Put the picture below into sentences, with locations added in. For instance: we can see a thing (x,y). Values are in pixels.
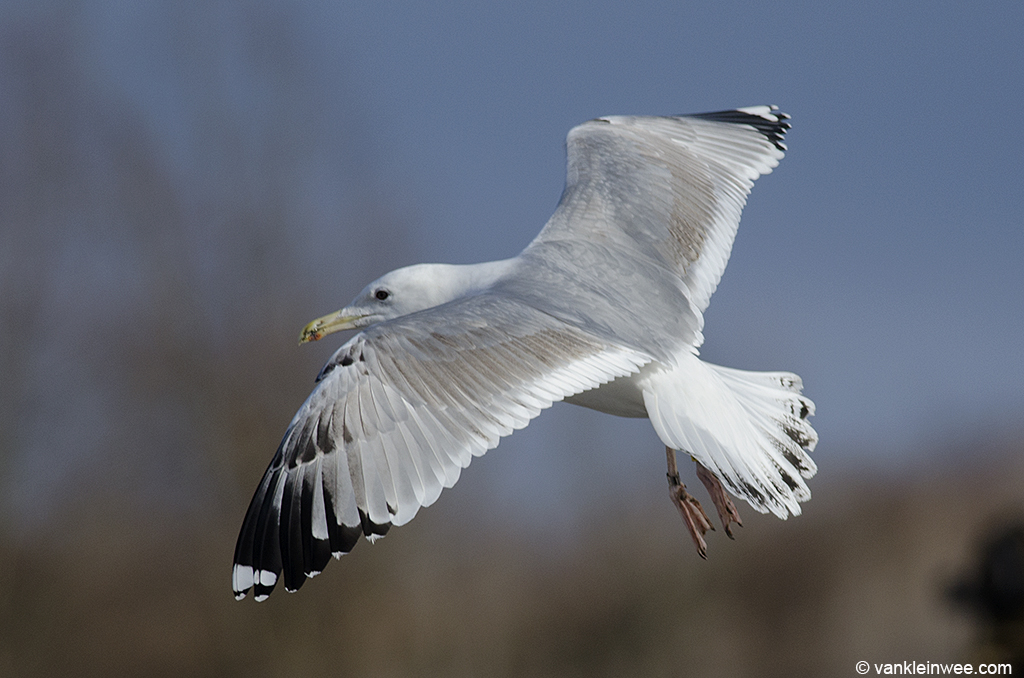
In the image we can see a bird (537,349), white and black in color. This is a watermark (930,671) and the background (1009,631) is blurred.
